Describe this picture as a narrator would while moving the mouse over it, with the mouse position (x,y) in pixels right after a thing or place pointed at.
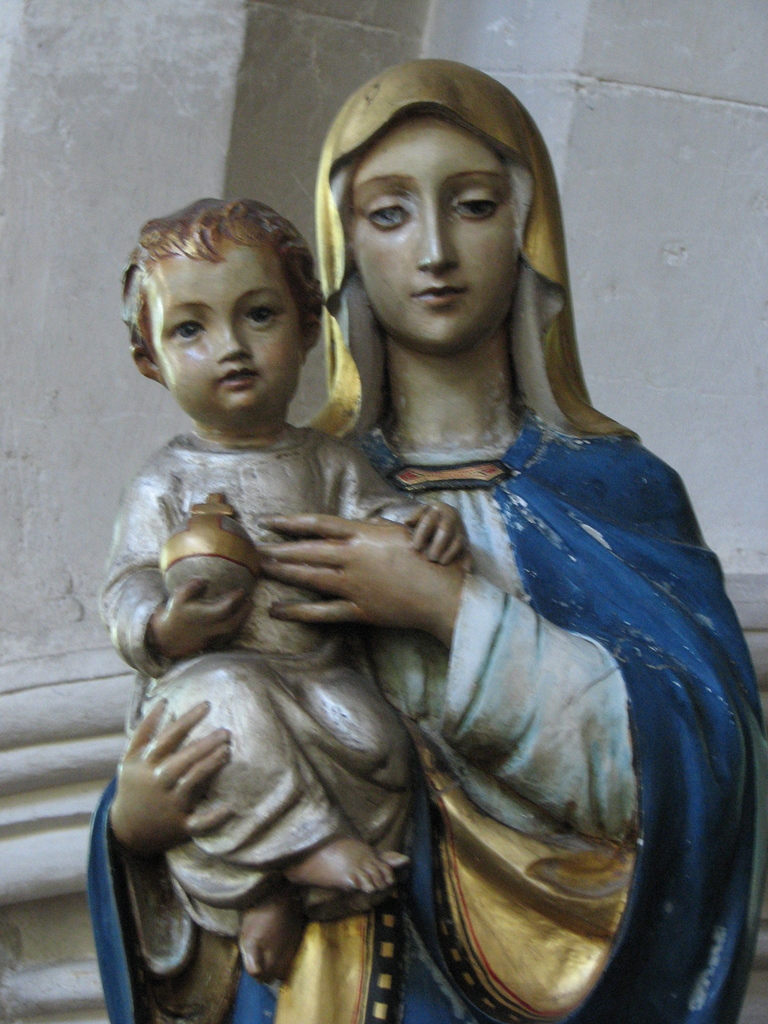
In this picture I can see a statue (319,466) of a woman (378,388) holding a boy (315,475) in her hand (289,551) and boy (303,457) holding a toy (224,583) in his hand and I can see a wall (709,378) on the back (73,608).
